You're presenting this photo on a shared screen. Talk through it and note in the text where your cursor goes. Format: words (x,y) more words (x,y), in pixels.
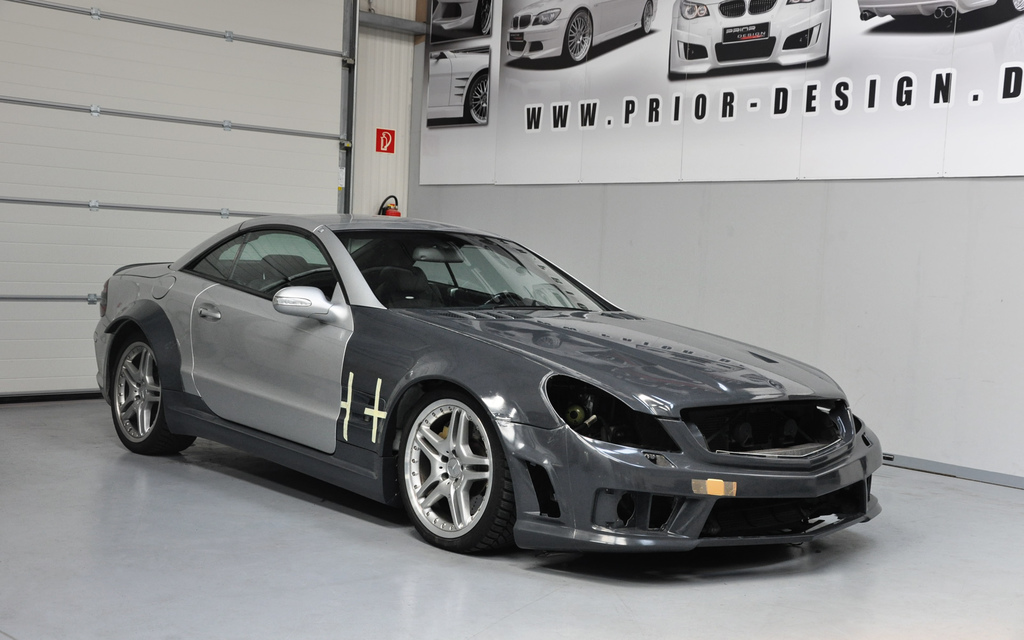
It is a car (590,366) which is in grey color, in the right side (975,170) there is a banner (741,99) of the wall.
